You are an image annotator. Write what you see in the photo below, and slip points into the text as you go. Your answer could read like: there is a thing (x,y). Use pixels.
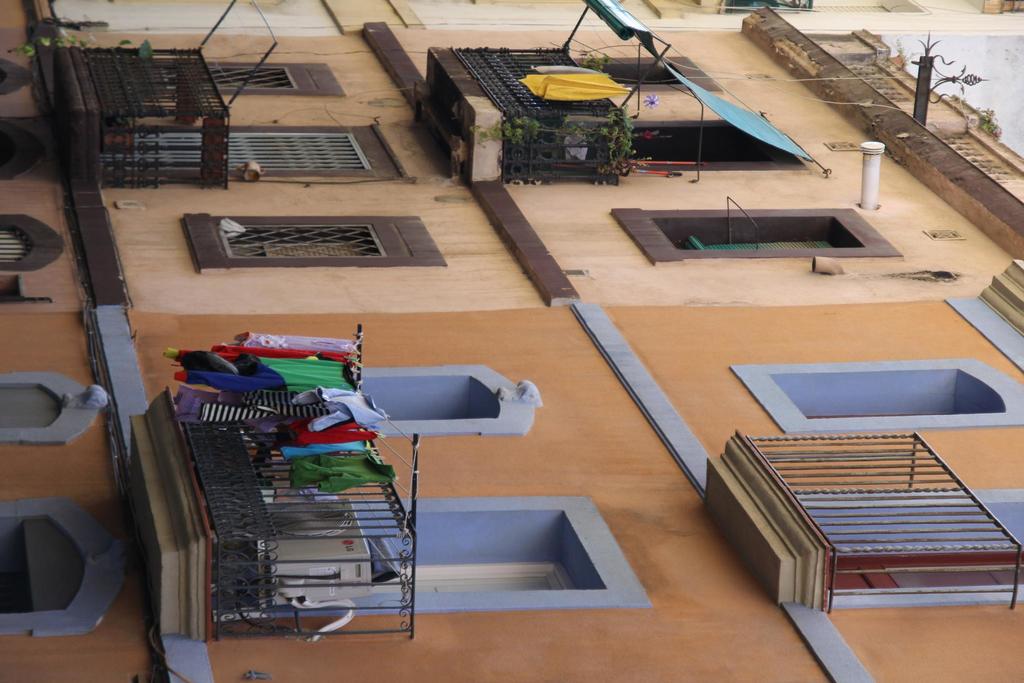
In the center of the image (403,336) there is a building (632,505), wall (635,518), windows (492,539), clothes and a few other objects (619,13).
